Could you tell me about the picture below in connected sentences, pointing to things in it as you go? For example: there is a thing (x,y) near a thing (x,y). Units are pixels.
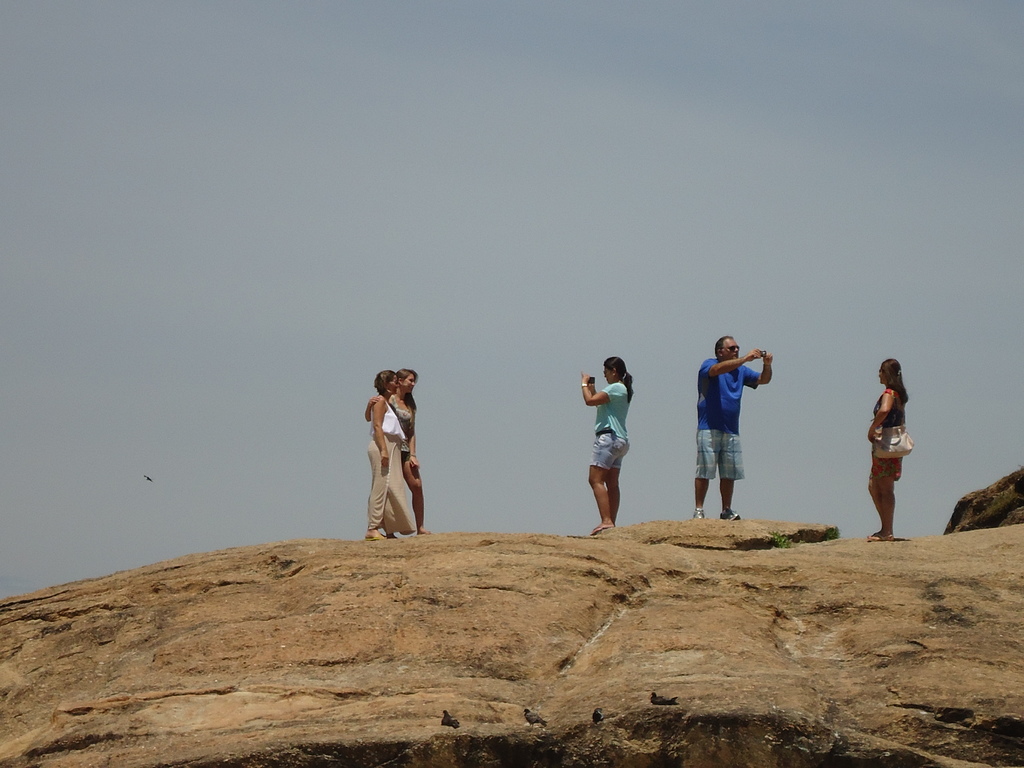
There is a rock (578,641). On that there are some people (603,428). Some are holding camera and bag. Also there are birds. In the background (455,228) there is sky (591,125).
